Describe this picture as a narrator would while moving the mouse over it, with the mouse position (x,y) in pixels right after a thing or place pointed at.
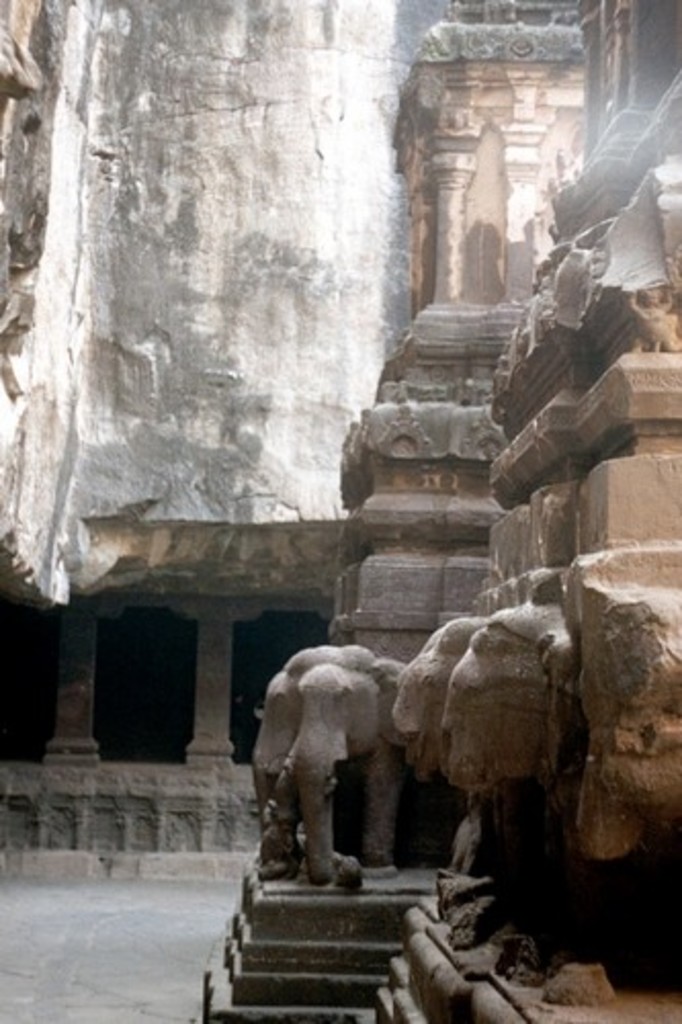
In this image I can see the wall (16,533) and I can see sculptures (307,682) of an animal (676,786).
